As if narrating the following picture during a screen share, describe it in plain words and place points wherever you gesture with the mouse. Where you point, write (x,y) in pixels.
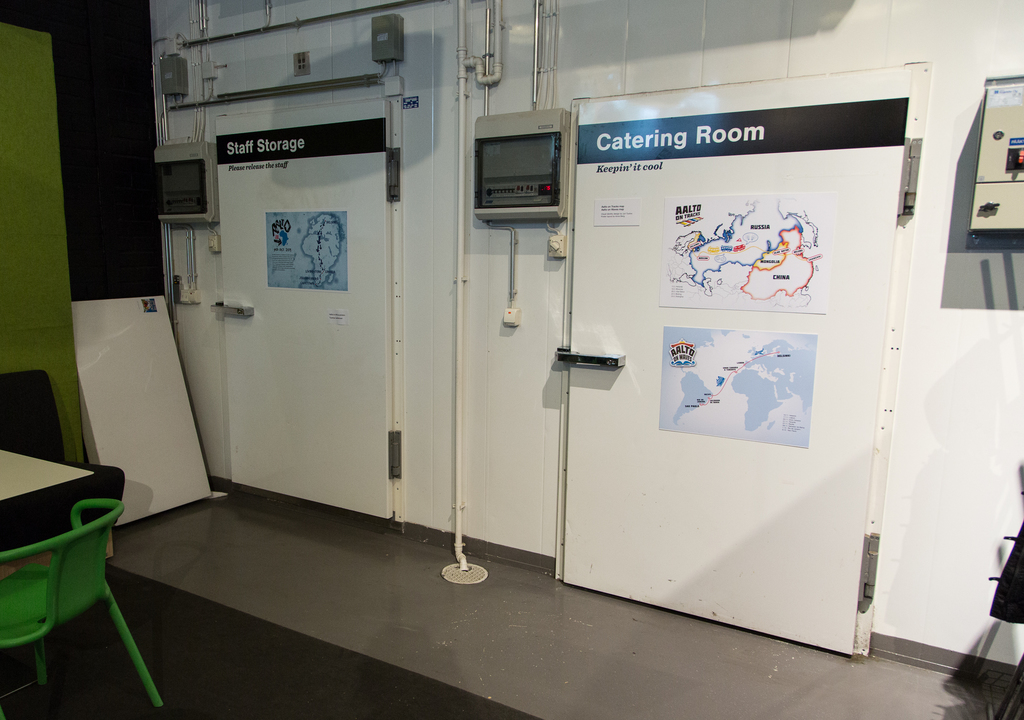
In this image I can see inside view of a room (589,657), on the left side (59,566) I can see a table (29,472) and green color chair (40,574) and I can see the wall (562,334) in the middle (419,332), on the wall (426,216) I can see the hoarding board (792,210) and a machine (513,181), pipe line (457,209) attached to the wall (186,329) in the middle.
